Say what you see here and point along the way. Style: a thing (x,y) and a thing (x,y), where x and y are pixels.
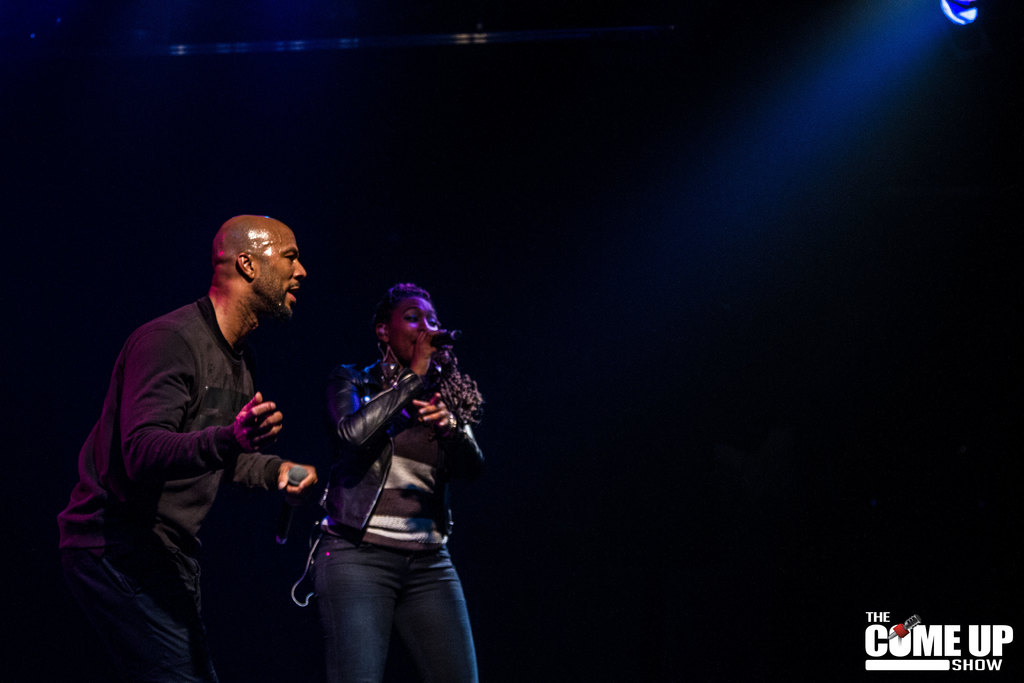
In this image, we can see people (68,532) holding mics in their hands (279,479) and at the top (878,59), we can see a light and the background (505,146) is dark. At the bottom (905,648), there is some text (931,646) written.
